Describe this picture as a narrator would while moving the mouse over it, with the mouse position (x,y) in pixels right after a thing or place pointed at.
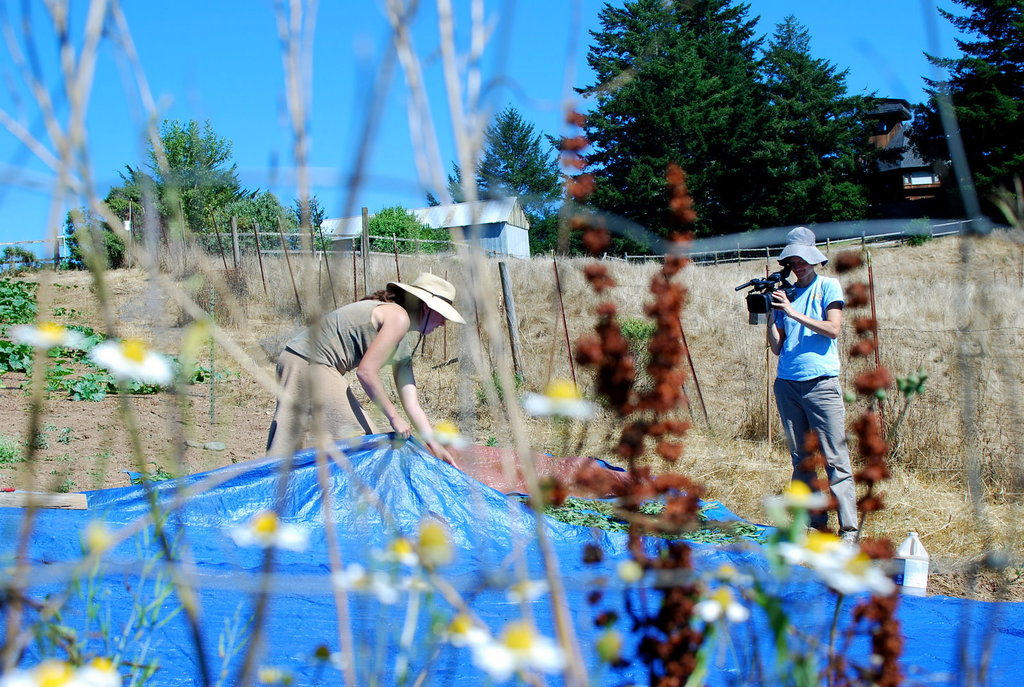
This picture might be taken from outside of the city. In this image, on the right side (850,483), we can see a person (847,512) holding a camera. In the middle of the image (408,327), we can see a woman (404,341) wearing a hat (430,308) and holding blue color mat (399,496) in her hand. In the background (281,241), we can see some trees (626,242), house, plants (604,233) with some flowers (679,384), net fence (768,341). at the top (235,131), we can see a sky (184,60), at the bottom (172,468) there is a land (194,454) with some stones (213,448) and a grass (226,325).
